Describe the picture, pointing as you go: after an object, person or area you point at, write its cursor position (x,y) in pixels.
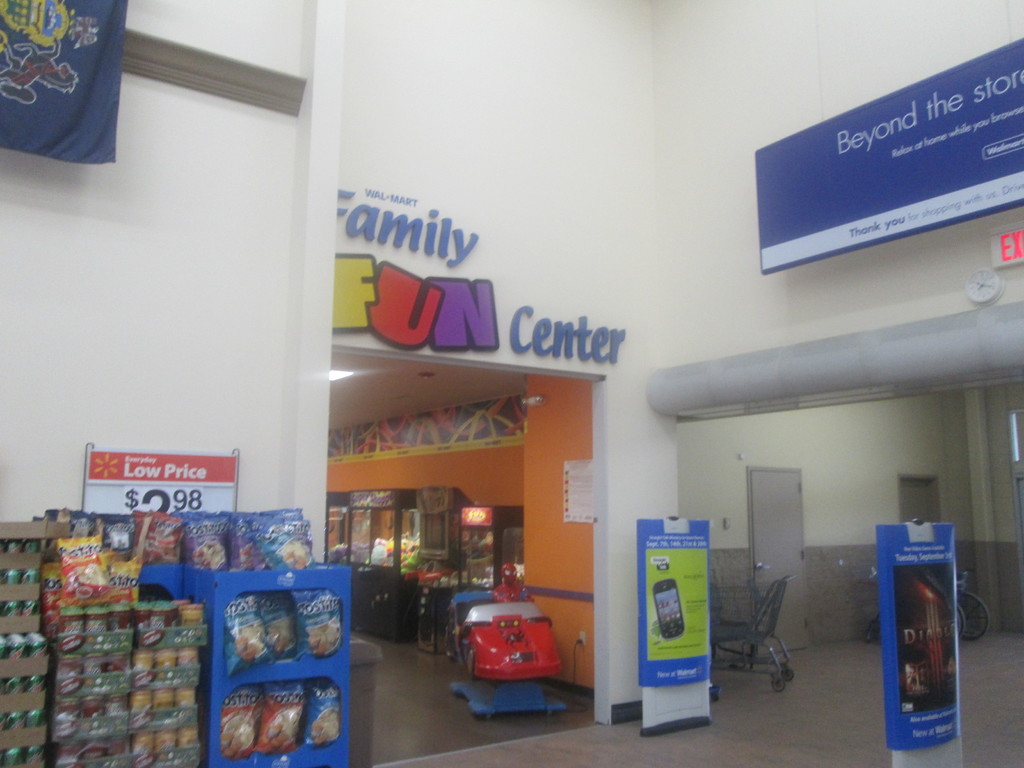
In this image there is a store (222,491) in that store (203,517) there are packets (272,728) and in the background (390,187) there is a wall (572,180), on that wall (779,3) there is some text (478,306).
